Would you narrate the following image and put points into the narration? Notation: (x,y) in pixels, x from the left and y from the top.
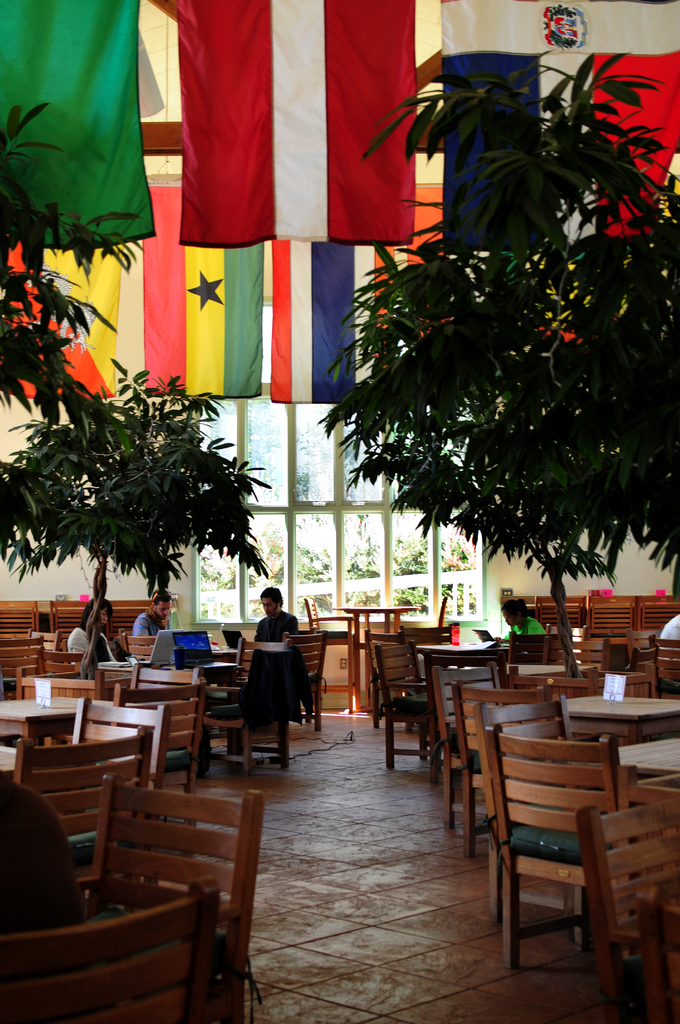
there is a restaurant (341,583) in which there are many tables (233,669) and chairs (69,611) some people (274,596) sitting there and working with their laptops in front of them, here we can also see some trees (45,344), there are some flags (298,128).
